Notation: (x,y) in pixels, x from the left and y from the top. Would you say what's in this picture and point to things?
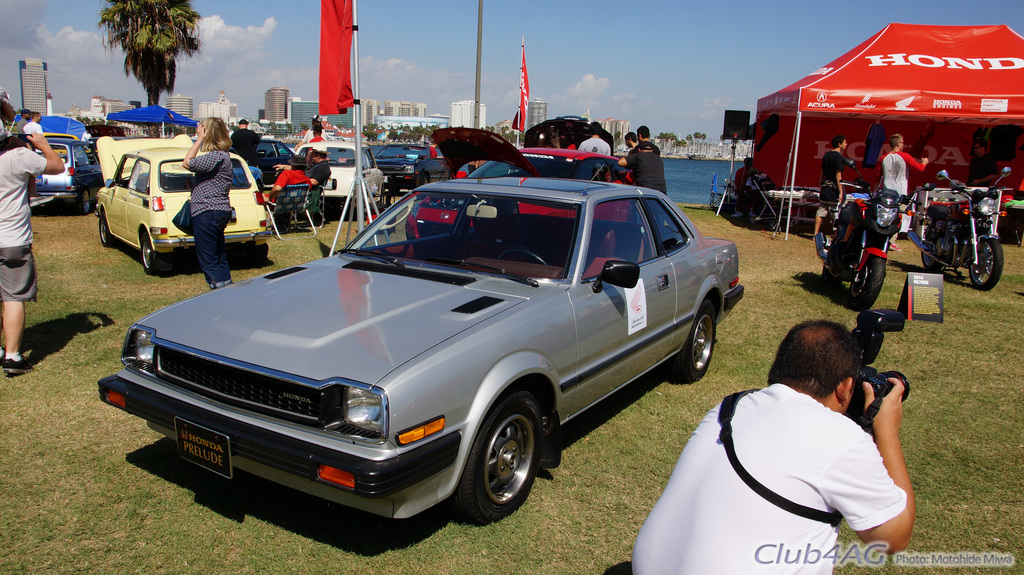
In this image there is the sky (605,32) truncated towards the top of the image (510,34), there are clouds (245,49) in the sky (412,51), there are buildings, there is water (701,171), there are trees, there is a tree (147,19) truncated towards the top of the image (168,31), there are poles (480,21) truncated towards the top of the image (480,39), there are flags (525,77), there is a flag (343,60) truncated towards the top of the image (341,75), there is a tent (877,83) truncated towards the right of the image (940,91), there is text (926,67) on the tent (895,83), there are vehicles (496,206), there are persons (823,211), there is a person (810,448) truncated towards the bottom of the image (736,504), there is a person (873,398) holding an object (861,363), there is person (21,232) truncated towards the left of the image (9,252), there is text (870,551) towards the bottom of the image (995,563), there is grass (333,523) truncated towards the bottom of the image (520,523), there are objects (923,310) on the grass (892,343), there is grass (979,312) truncated towards the right of the image (970,401).
